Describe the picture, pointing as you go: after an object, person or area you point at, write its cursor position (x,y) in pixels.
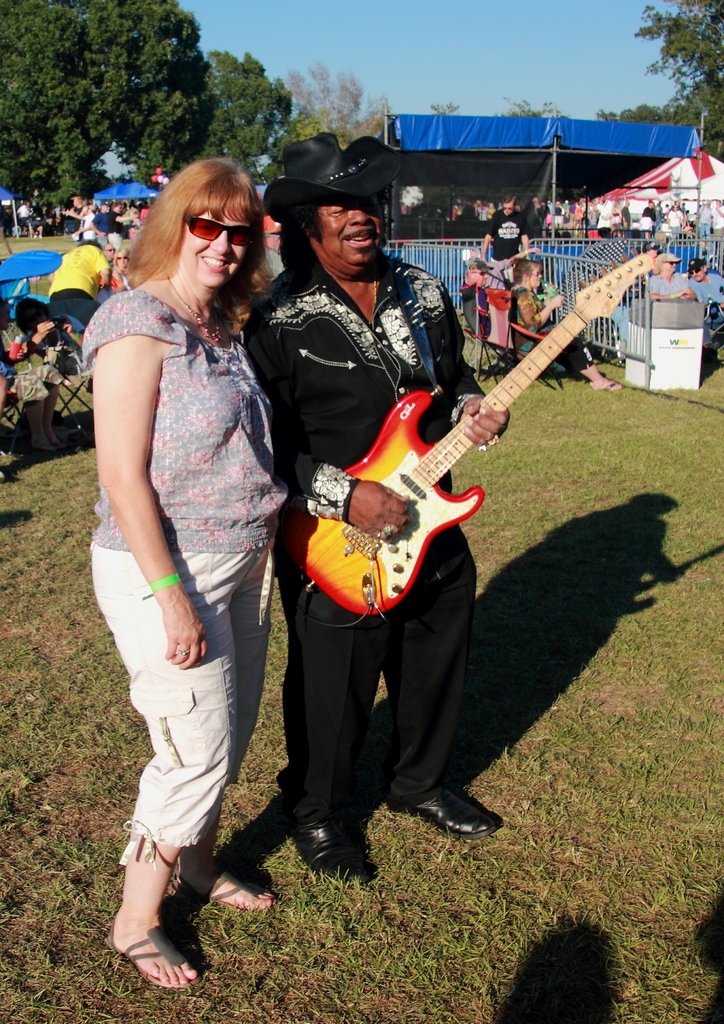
In this picture there is a woman (269,528) and man (372,635), the woman (199,263) and smiling and man (330,462) is playing the guitar (415,465) and holding the guitar (429,527) in his left hand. In the background (226,83) we have a tent (674,178) and a crowd (625,219), trees (87,73) and the sky (344,41) is clear.
